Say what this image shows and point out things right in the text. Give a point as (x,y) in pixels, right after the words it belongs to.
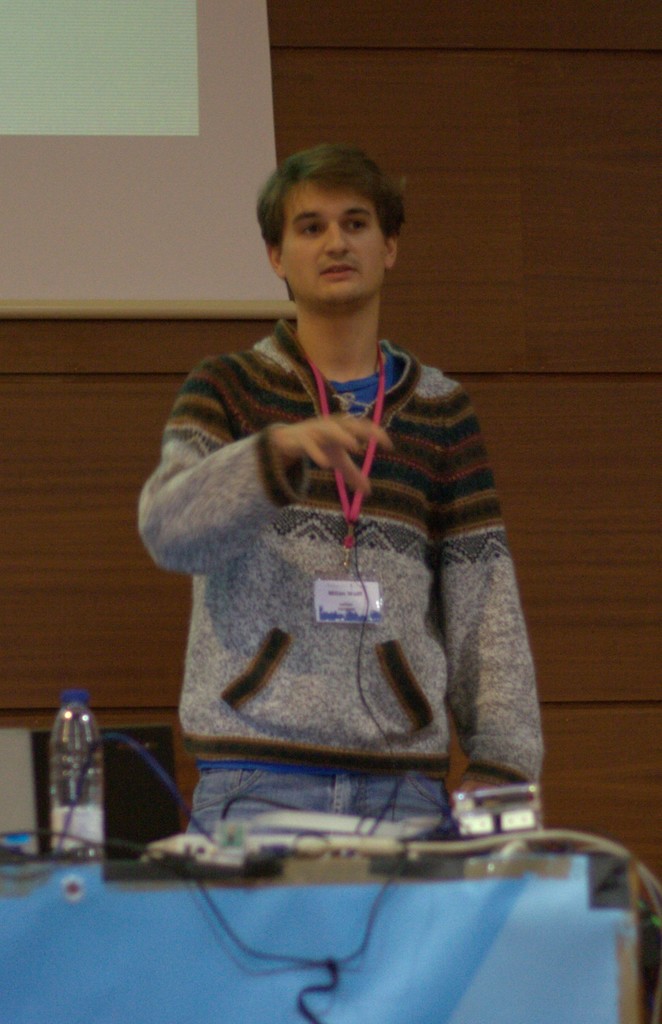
This person (302,484) wore sweater (288,591) and id card (366,583). He is talking. In-front of this person (349,614) there is a table (299,942). On this table (265,905) there is a bottle (85,844), laptop (113,785) and cables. Backside of this person (222,436) there is a screen (234,159) on wooden wall (351,88).
